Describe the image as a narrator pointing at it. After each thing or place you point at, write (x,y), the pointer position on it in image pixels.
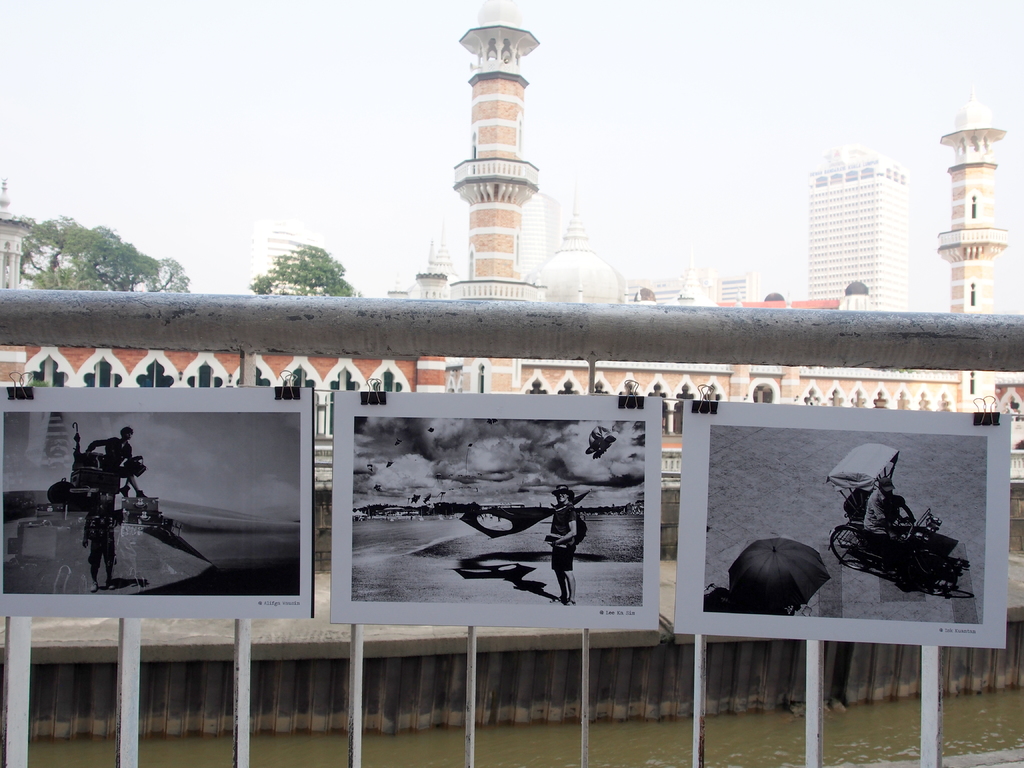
In the image, there are total three boards (492,547) each board (307,538) have some black and white image (525,549) on it, behind these images (730,447) there is a big building (584,251) and in the background (601,110) there are some tall towers (845,185) and sky (83,138).
